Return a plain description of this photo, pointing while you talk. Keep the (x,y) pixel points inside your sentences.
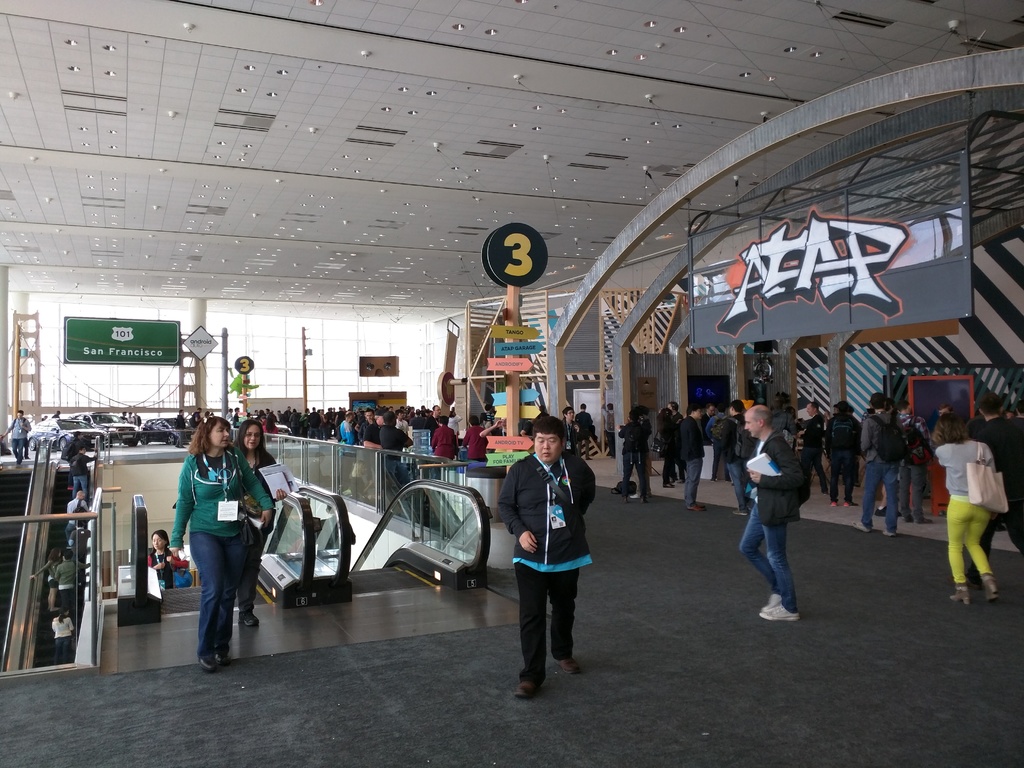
In this image in the middle (505,502) there is a man (529,625), he wears a jacket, trouser (529,608), shoes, he is walking. On the left (256,494) there is a woman (200,457), she wears a t shirt (221,495), trouser (230,553), shoes (221,660), she is walking and there is a woman (260,481), she wears a t shirt (254,527), trouser (245,559), shoes (257,618), she is walking. On the right (790,457) there is a man (774,501), he wears a jacket (771,488), trouser (749,538), shoes (780,603), he is walking, behind him there is a woman (952,441), she wears a t shirt (952,455), trouser (978,518), shoes (993,591), handbag (982,502), she is walking. In the middle (676,426) there are people (469,456), cars (94,432), staircase (14,486), escalator (346,552), sign boards (135,358), poles (506,297), text (859,268) and roof (535,101).
